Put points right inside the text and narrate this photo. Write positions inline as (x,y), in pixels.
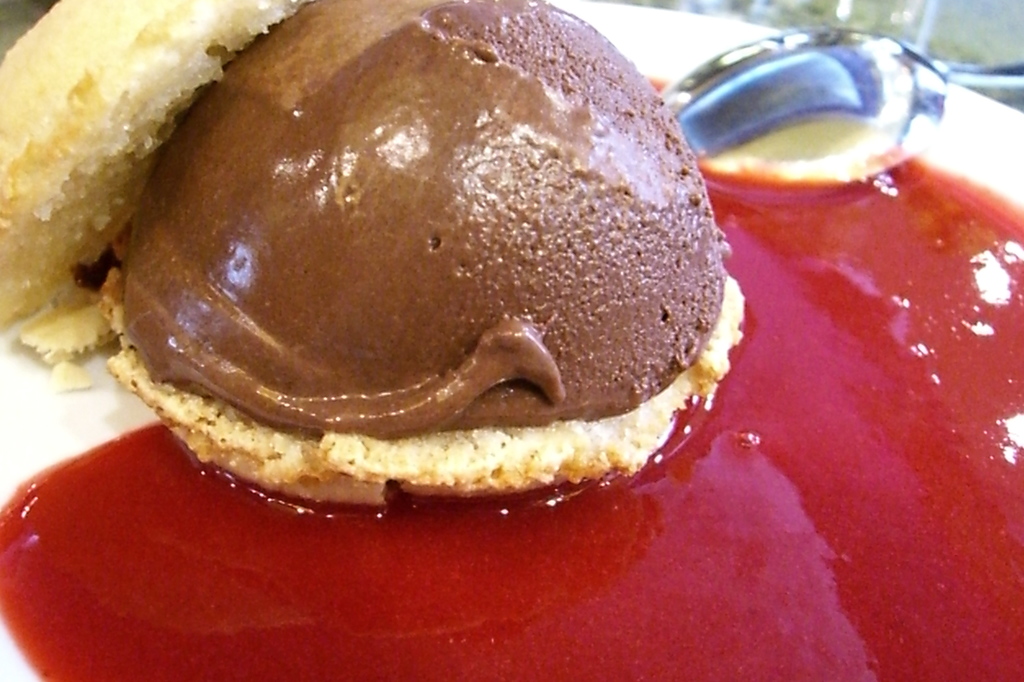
In this image I can see food (449,437) in the plate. I can see a spoon (788,171).
